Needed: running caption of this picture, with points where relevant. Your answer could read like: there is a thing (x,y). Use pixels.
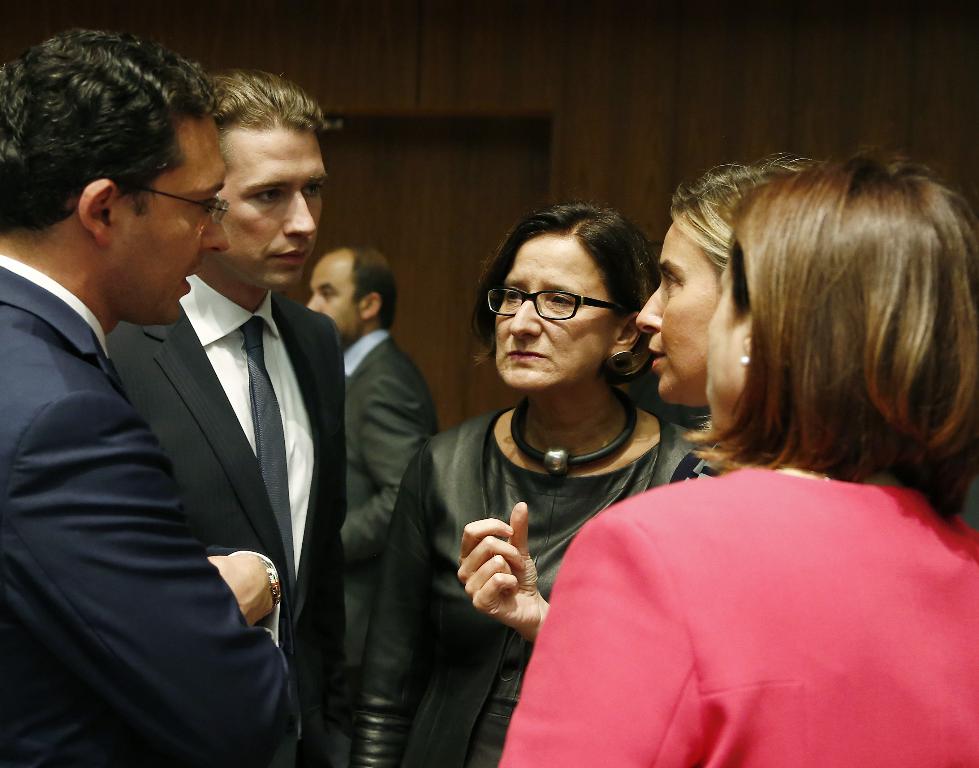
In this image people (619,545) are standing on the floor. At the back side (657,109) there is a wall (652,64).
